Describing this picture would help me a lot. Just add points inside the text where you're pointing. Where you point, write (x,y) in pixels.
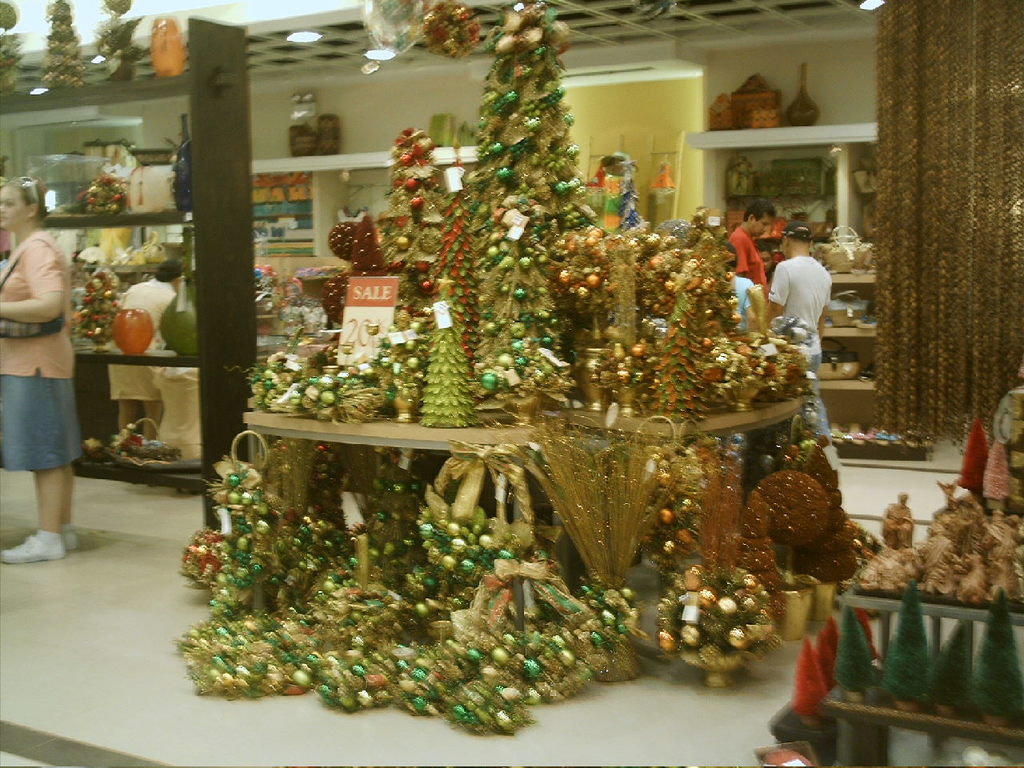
In this picture we can see there are some decorative items (463,532) on the floor (120,733), tables (619,410) and in the racks (895,612). Behind the decorative items (384,343) there are some people (758,253) standing and a wall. At the top (302,33) there are ceiling lights (314,39).
